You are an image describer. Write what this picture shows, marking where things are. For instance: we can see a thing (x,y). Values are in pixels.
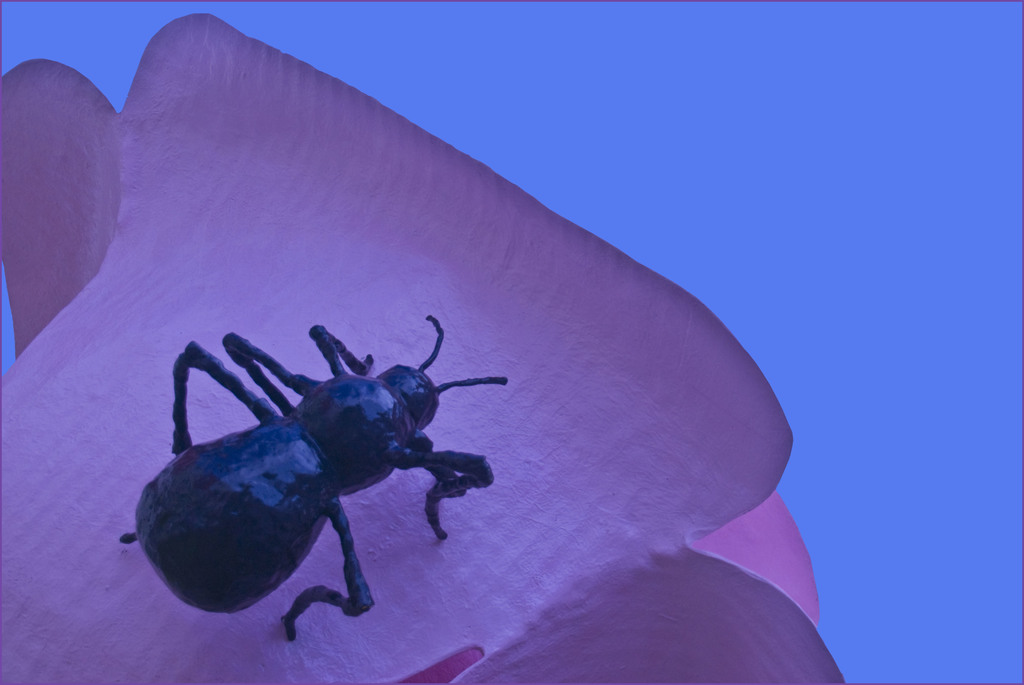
In the picture we can see a bug (350,564) on the flower (29,409) which is pink in color and in the background (951,541) we can see a blue color.
